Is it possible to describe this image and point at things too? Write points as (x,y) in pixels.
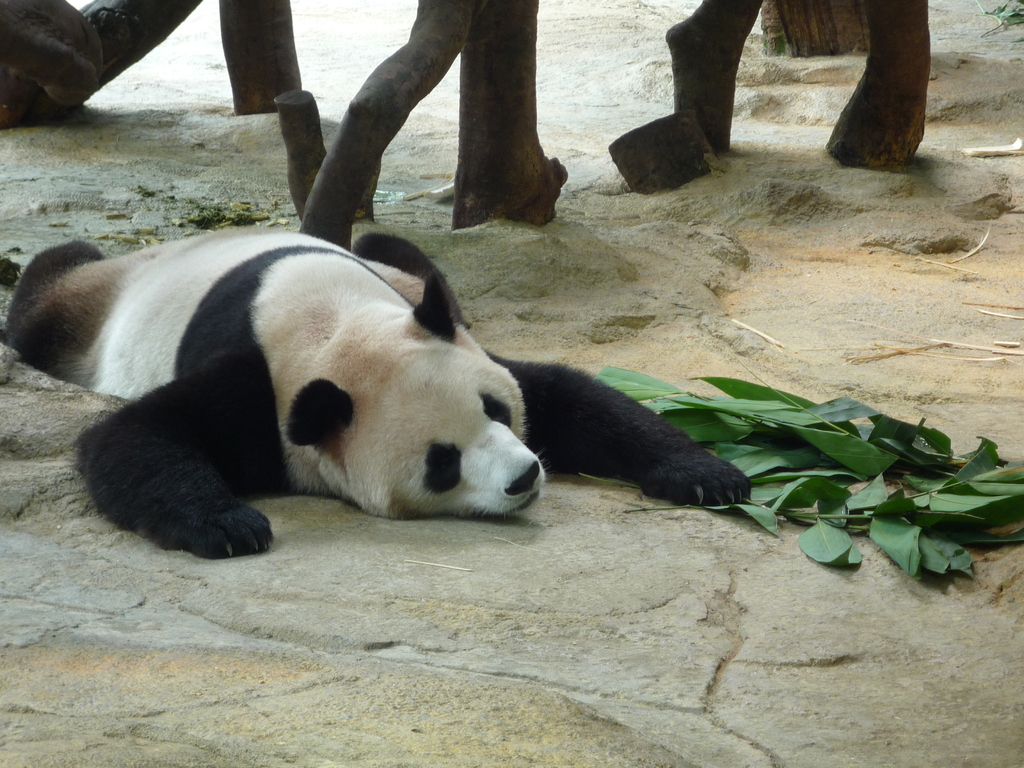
In this picture I can see a panda (390,450) laying on the floor (404,547), there are leaves (791,504), and in the background (476,68) those are looking like wooden logs (674,119).
